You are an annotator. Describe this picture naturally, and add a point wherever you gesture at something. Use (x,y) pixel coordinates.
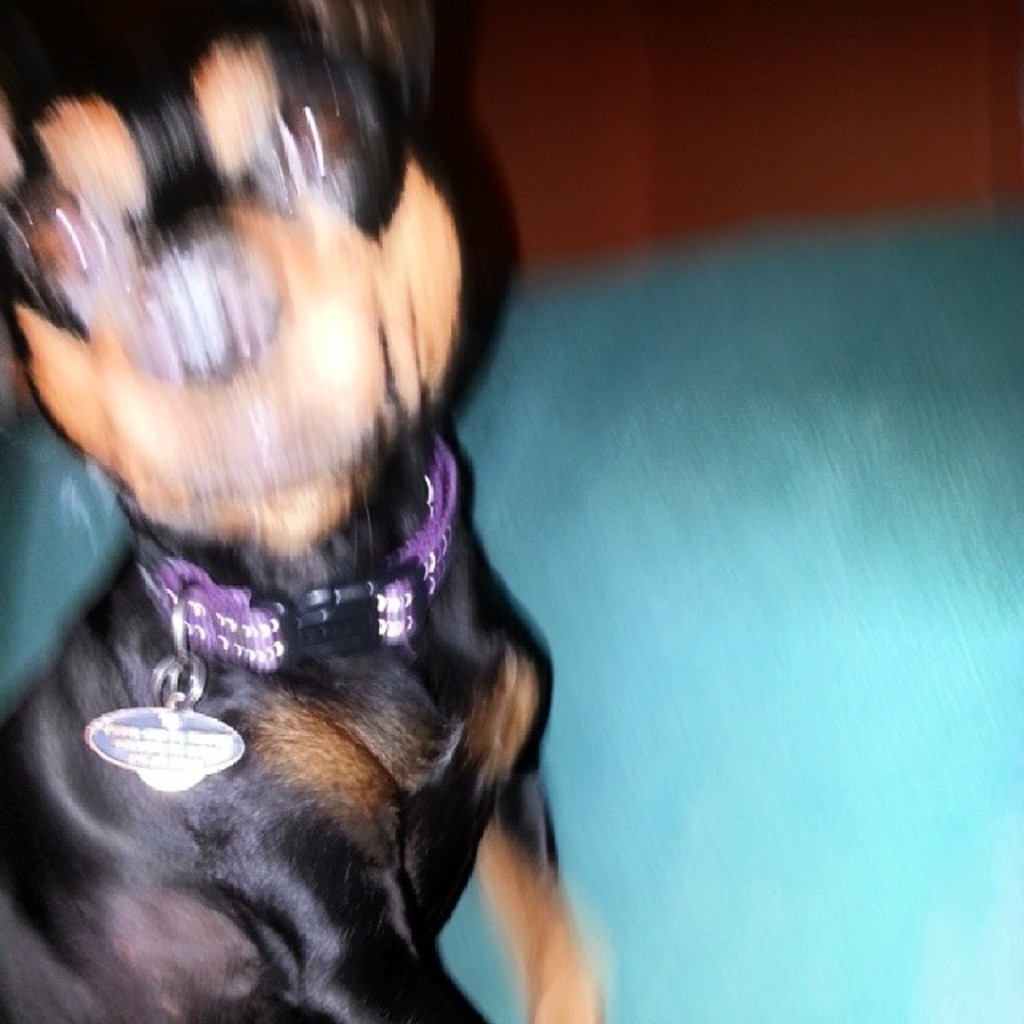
In this image I see a dog (351,506) which is of black and brown in color and I see a violet collar (243,592) on the neck (477,584) and I see that this image is blurred and I see the floor (772,524) which is of blue in color.
